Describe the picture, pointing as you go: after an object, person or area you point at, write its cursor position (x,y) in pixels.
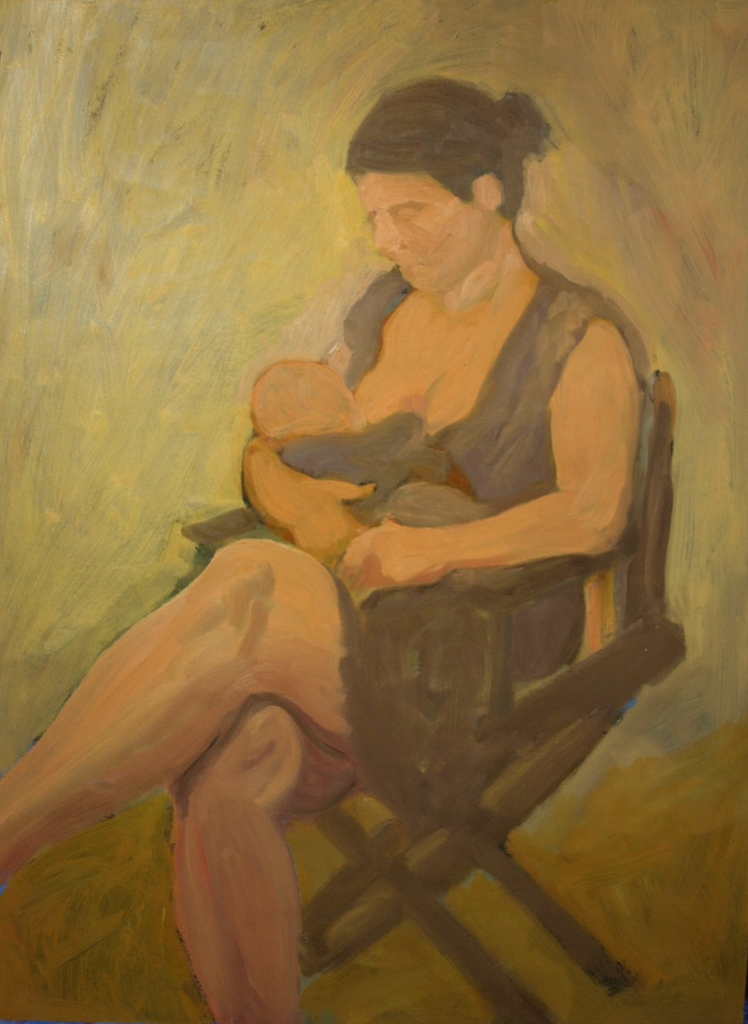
In this picture, we see the painting (453,389) of the woman (408,573) who is sitting on the chair (509,857). She is feeding the baby (402,478). In the background (184,437), it might be the wall (205,348).
